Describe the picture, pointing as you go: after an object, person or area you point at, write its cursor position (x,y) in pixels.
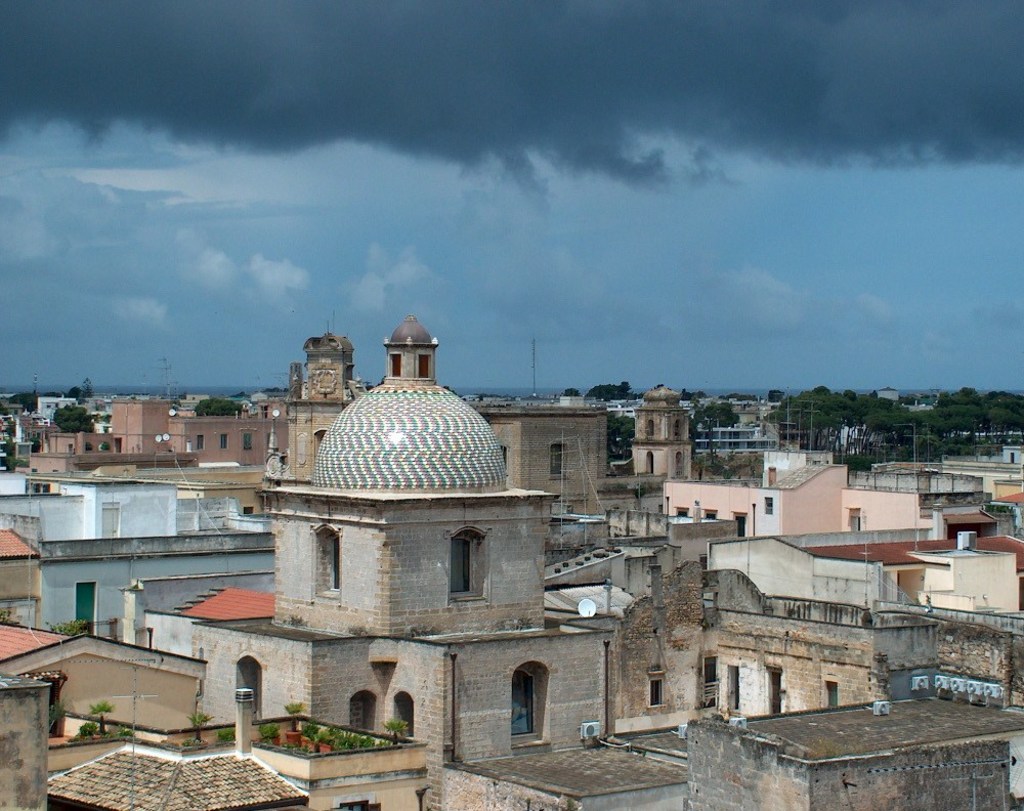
In this image I can see number of buildings (363,478) in the front (540,636) and in the background (983,420) I can see number of trees (1005,420), clouds (801,21) and the sky (585,228). On the left bottom side of this image (327,726) I can see number of plants (55,730) on the terrace (143,743) of a building (209,740).
